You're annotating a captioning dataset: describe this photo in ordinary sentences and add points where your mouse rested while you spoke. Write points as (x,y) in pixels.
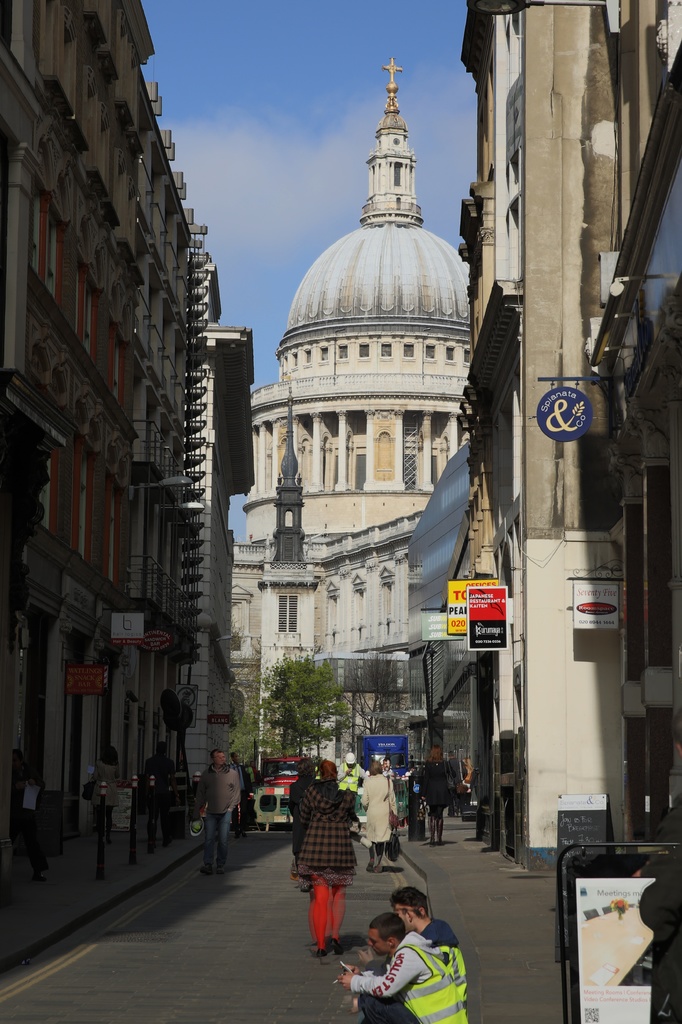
In this picture we can see some people (209,843) are walking and some people (385,992) are sitting. On the left (187,628) and right side of the people (307,815) there are buildings (529,826) and boards (575,802). In front of the people (295,806) there are trees (320,677) and some objects (288,768). Behind the building (354,236) there is the sky (358,183).
